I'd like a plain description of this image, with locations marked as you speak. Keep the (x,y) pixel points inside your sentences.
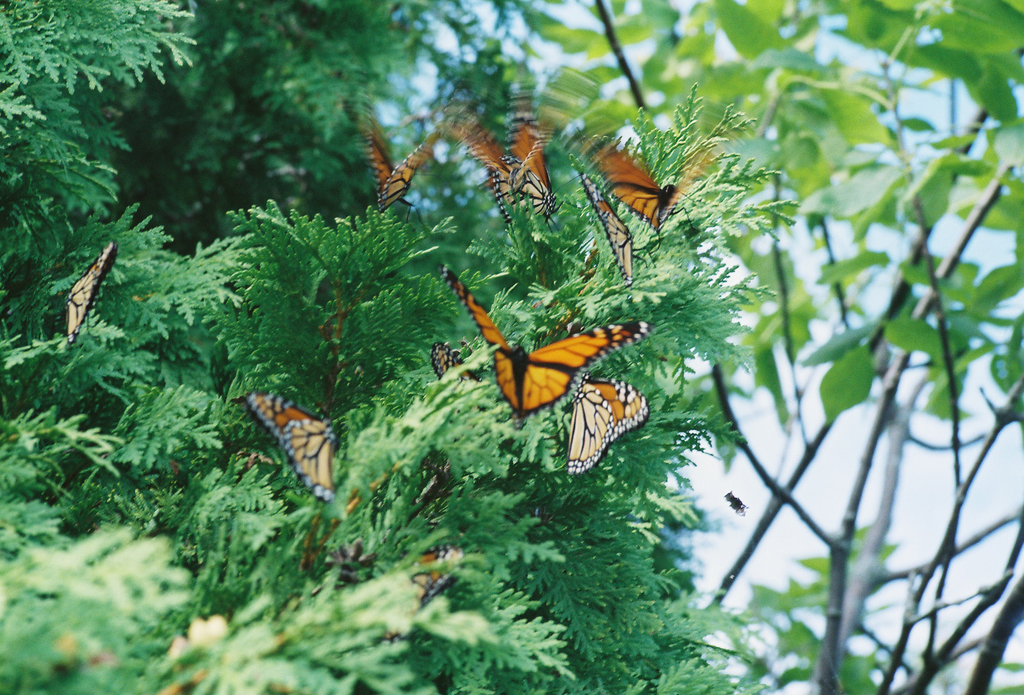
In this image we can see many plants (636,594). There is an insect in the image. There are many butterflies (518,406) sitting on the plant (562,410) in the image. There is a sky (902,495) in the image.
